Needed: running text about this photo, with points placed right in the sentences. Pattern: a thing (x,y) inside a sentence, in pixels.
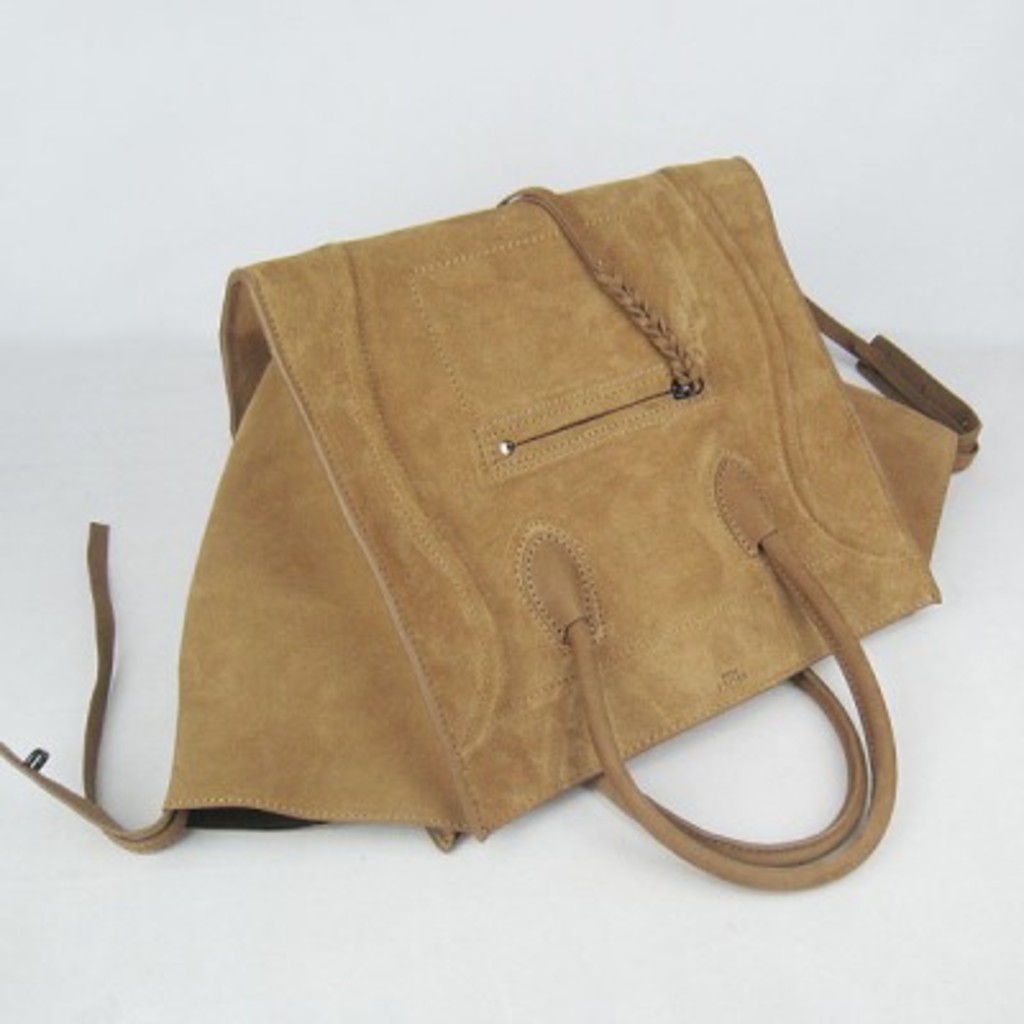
In this image I can see a brown color of handbag (95,790).
